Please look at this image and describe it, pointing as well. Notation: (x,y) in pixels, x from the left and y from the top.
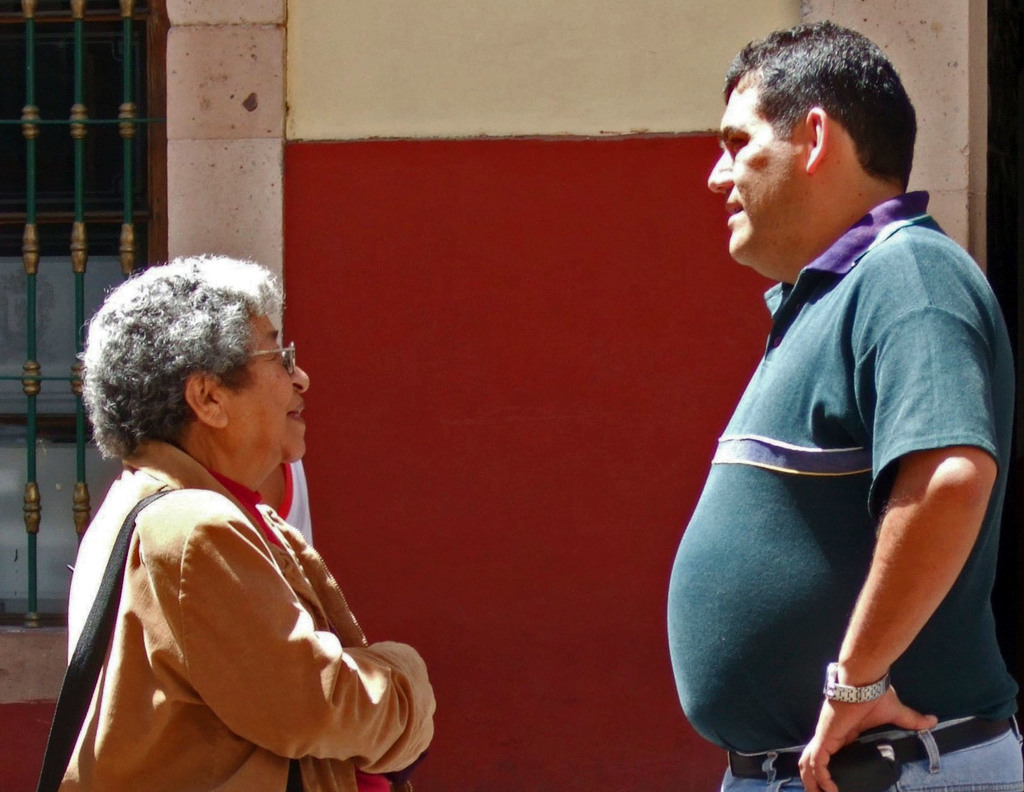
In this picture there is a man (972,320) on the right side of the image (890,381) and there is a lady (193,392) on the left side of the image (316,609), there is a window (5,65) behind her.
